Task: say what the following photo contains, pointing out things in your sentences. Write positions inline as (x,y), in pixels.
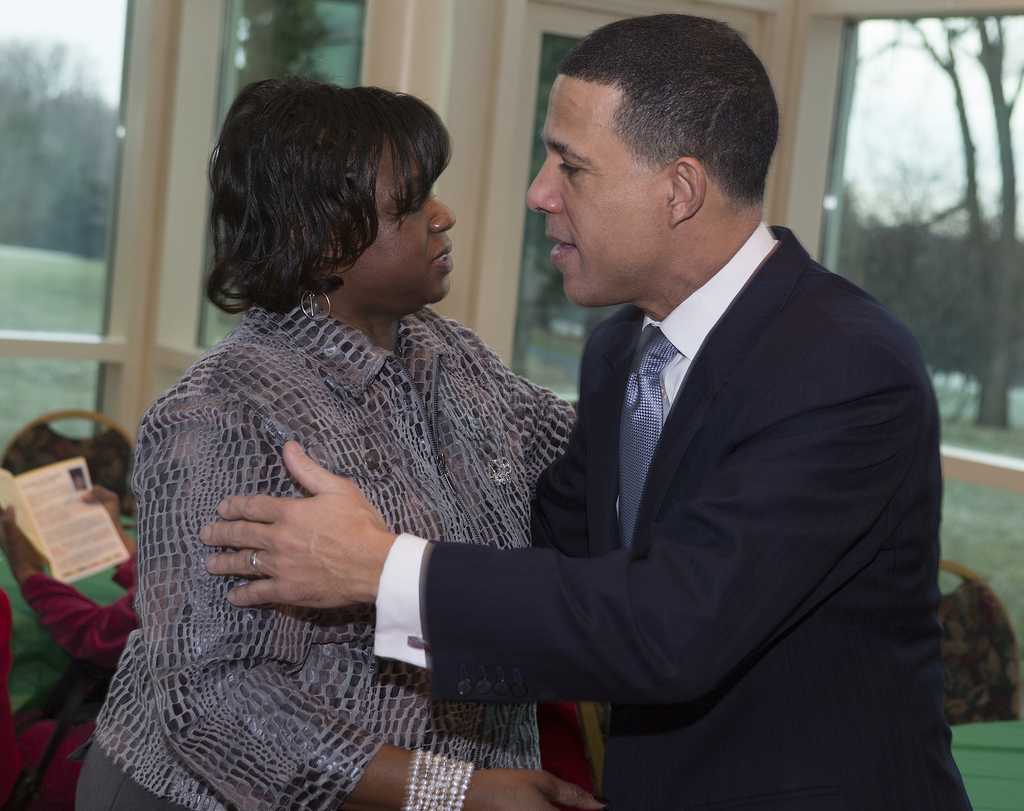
In the middle of the image (350,476) two persons (734,294) are standing Behind them few people (66,800) are sitting and holding something. At the top of the image (992,116) there are some glass windows (255,50). Through the glass windows (34,39) we can see some trees (6,112) and grass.
